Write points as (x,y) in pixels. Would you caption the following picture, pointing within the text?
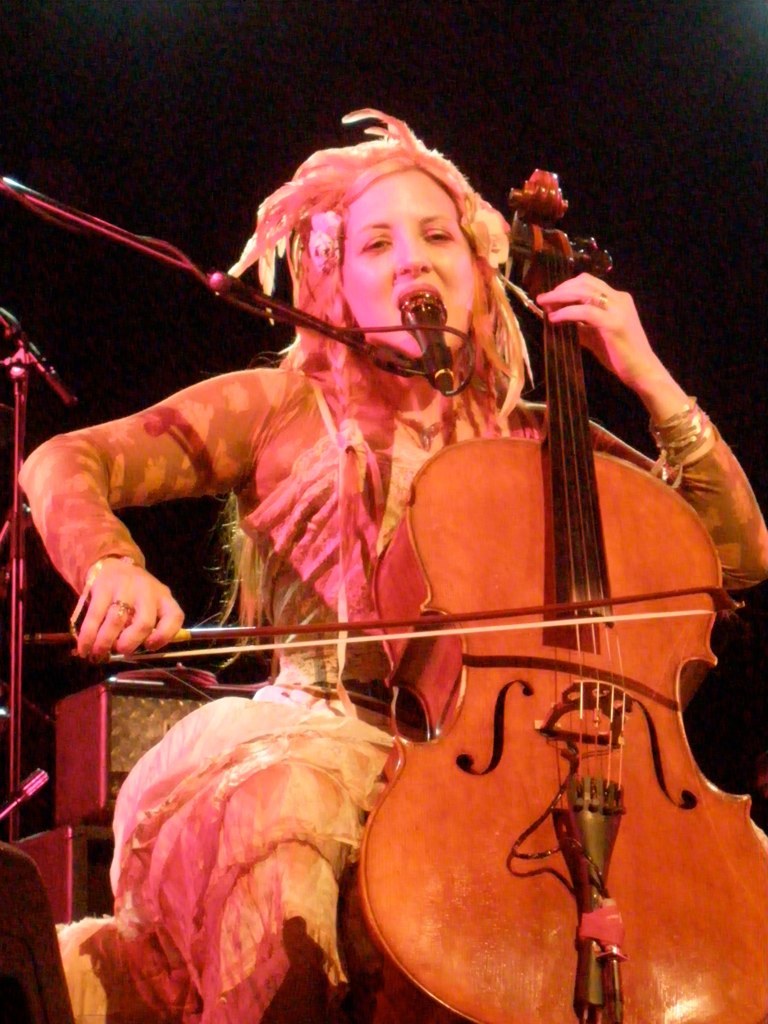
In the foreground of this picture (413,475) we can see a person (303,502) sitting, playing a cello (622,611) and seems to be singing and we can see a microphone (444,356) attached to the metal stand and we can see some other objects (38,946). The background of the image (120,55) is very dark.
